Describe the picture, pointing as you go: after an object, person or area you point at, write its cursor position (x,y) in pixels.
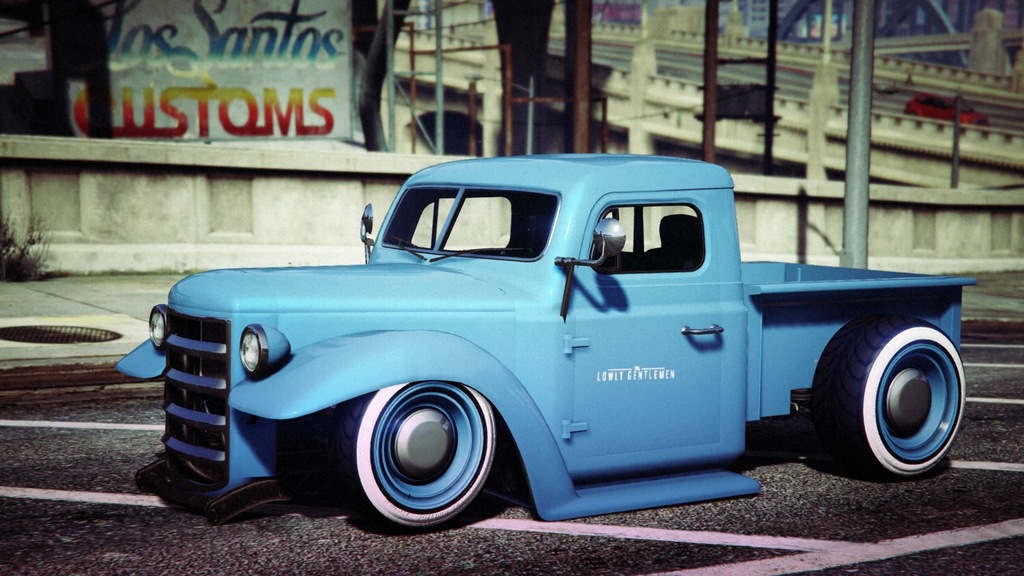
In this picture I can see a truck (298,325) in front (536,209) which is of blue in color and it is on the road (40,543). In the background (220,185) I see the wall (198,196) and on the right side of this image (1010,121) I see a bridge (626,76) and on the top left of this image (188,73) I see a board (177,78) on which something is written.
